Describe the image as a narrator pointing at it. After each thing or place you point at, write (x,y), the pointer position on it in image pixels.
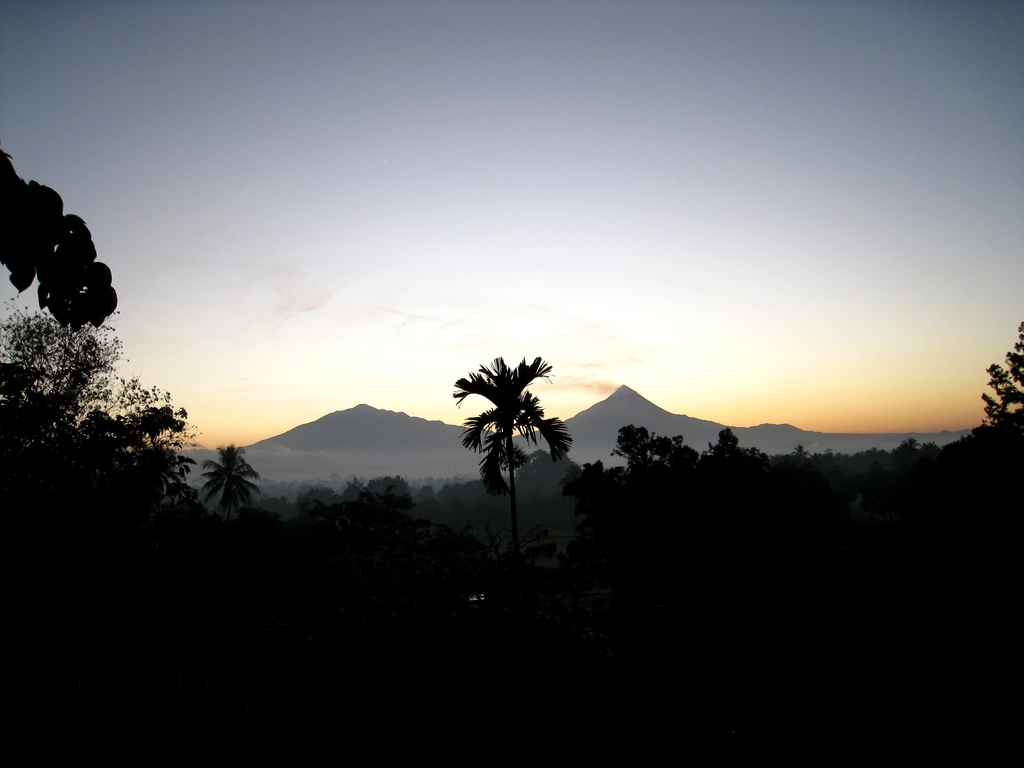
In this picture, we see the trees (621,572). There are trees (496,437) and hills (413,435) in the background (573,419). At the top (518,135), we see the sky (436,317). At the bottom (447,659), it is black in color.
